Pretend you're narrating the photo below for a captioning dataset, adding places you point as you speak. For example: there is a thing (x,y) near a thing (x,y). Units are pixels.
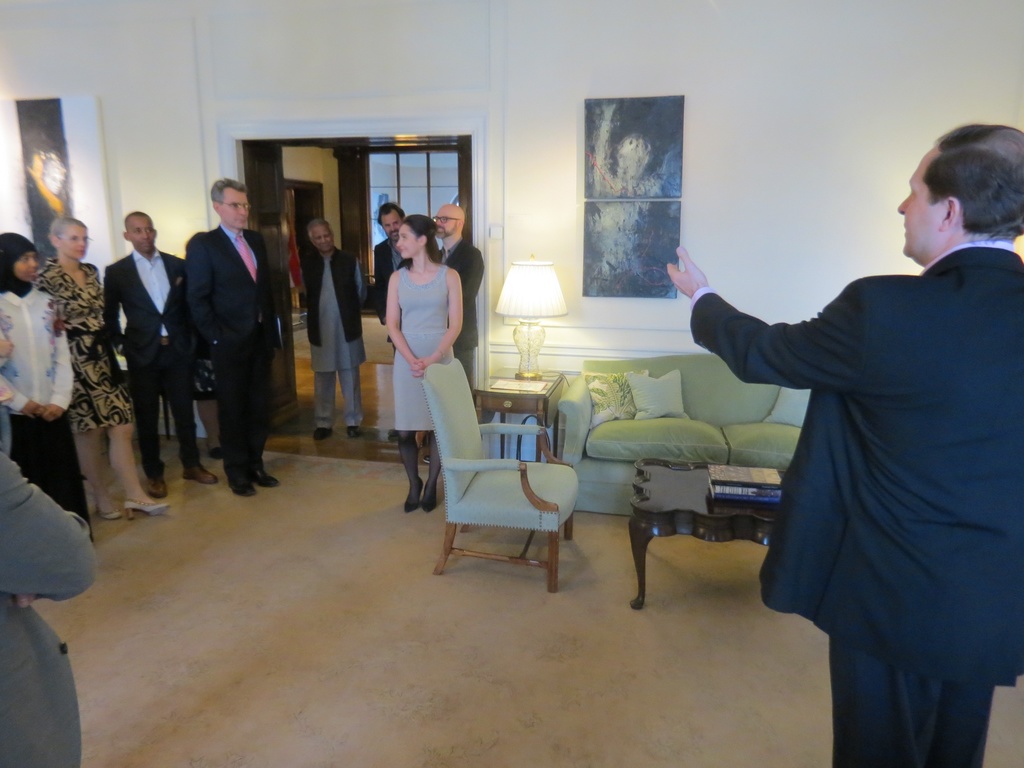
There are group of people (128,275) standing here. There are men (241,350) and women (96,319) in this group (100,302). And one guy (833,411) in the right side (903,362) is calling them. We can observe sofas (646,448) table lamp (522,296) and paintings (681,175) in the background (526,279).
